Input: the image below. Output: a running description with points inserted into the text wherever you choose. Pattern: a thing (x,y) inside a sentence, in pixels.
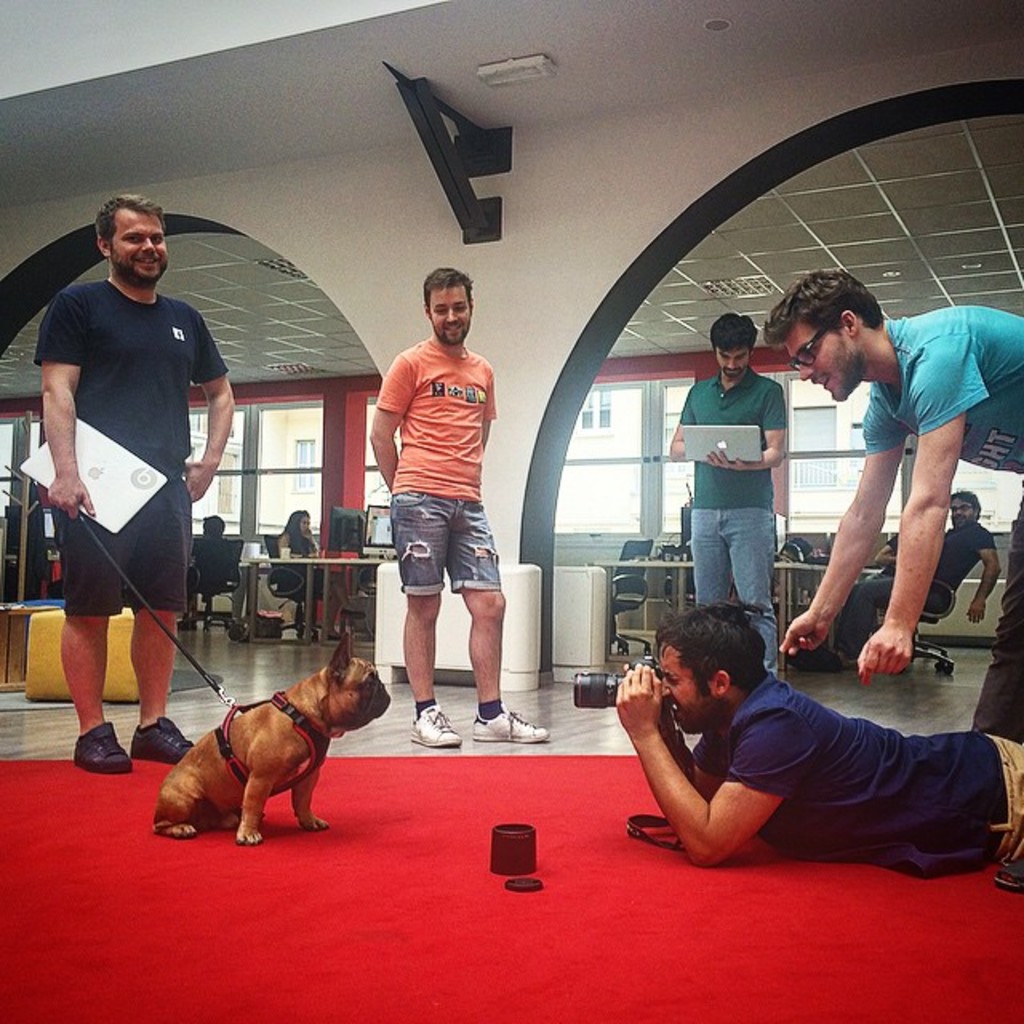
Here there are few men (447,496) standing and 2 are holding laptops (124,499) in them. A person (719,813) is lying on the floor (645,789) and capturing dog (287,697) pic. Behind them there are few people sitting in the chair (231,583).
